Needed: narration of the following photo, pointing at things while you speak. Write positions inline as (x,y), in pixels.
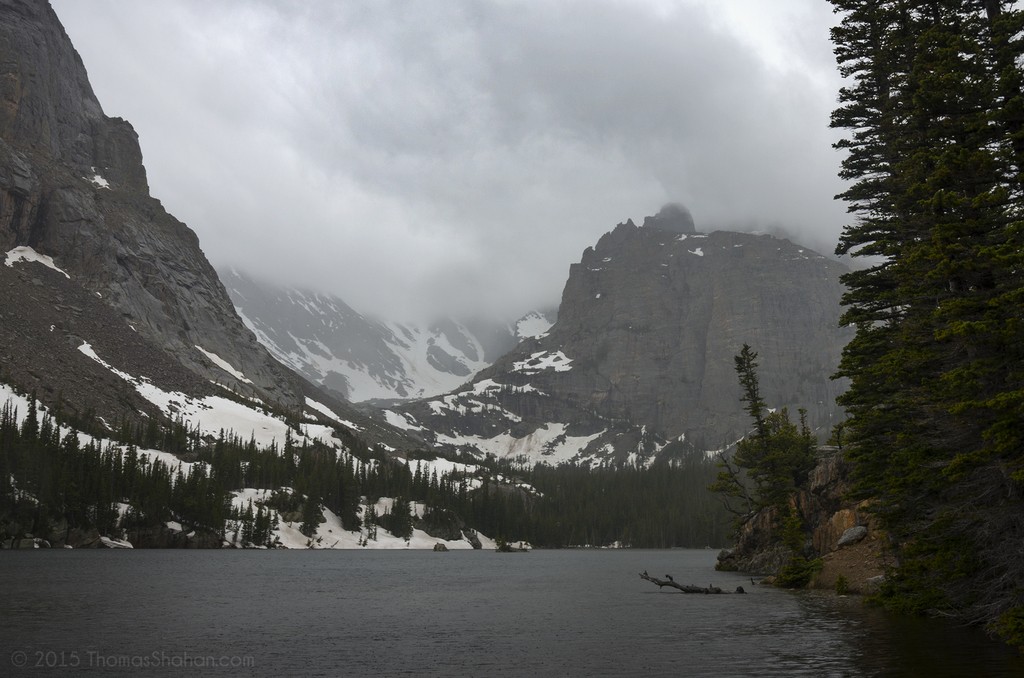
In this image I can see the water (442,611), few trees (1005,257) and in the background (690,399) I can see few mountains (583,339), some snow (158,403) on the mountains (557,373), few trees (650,521) on the mountains (628,330) and the sky (524,88).
